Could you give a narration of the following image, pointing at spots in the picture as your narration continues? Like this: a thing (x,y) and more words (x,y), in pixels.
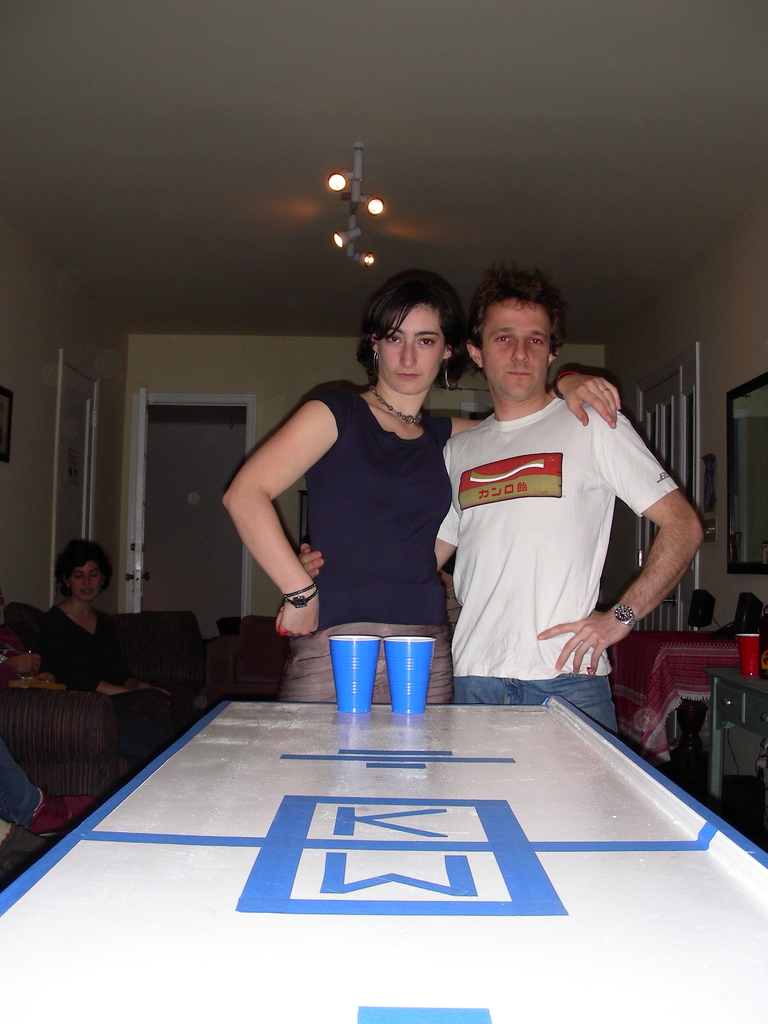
These two persons (457,362) are standing and giving stills. In-front of this person's (495,515) there is a table (462,828), on this table (386,756) there are two glasses (389,671). Lights (358,235) are attached to ceiling (433,187). Far these persons (42,643) are sitting on a couch (80,693).
